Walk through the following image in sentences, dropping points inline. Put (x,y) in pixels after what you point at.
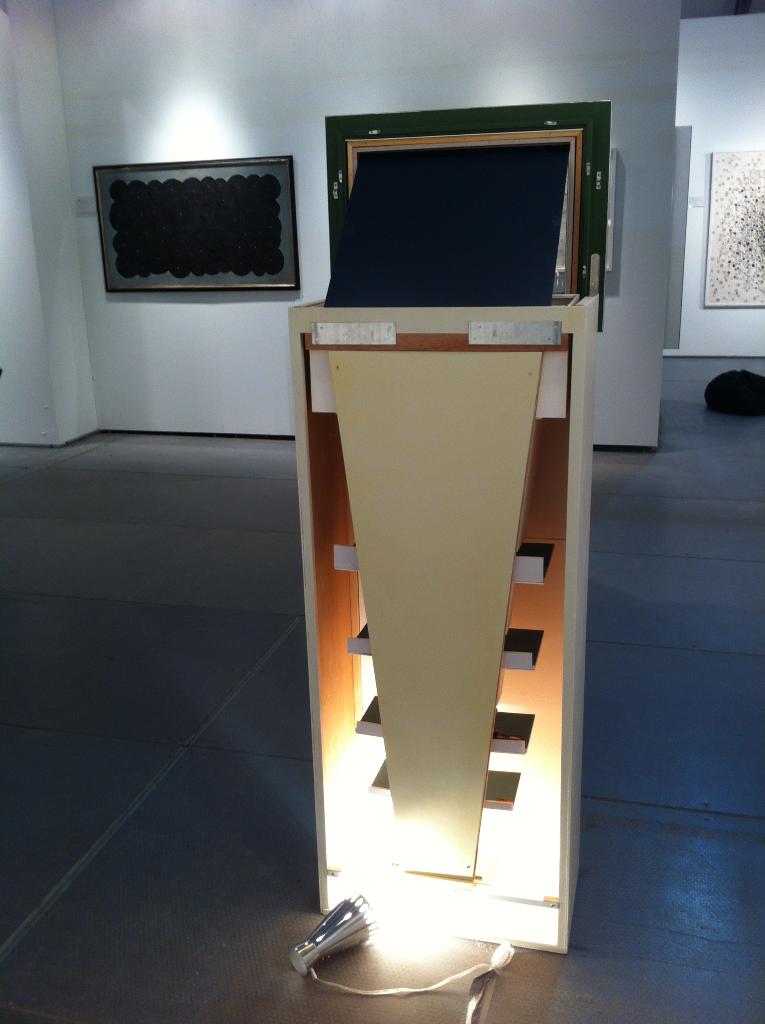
There is a stand (471,538). Near to the stand (390,843) there is a light (352,930) on the floor (338,958). In the background (380,42) there is a wall (446,21) with a photo frame (239,161).
